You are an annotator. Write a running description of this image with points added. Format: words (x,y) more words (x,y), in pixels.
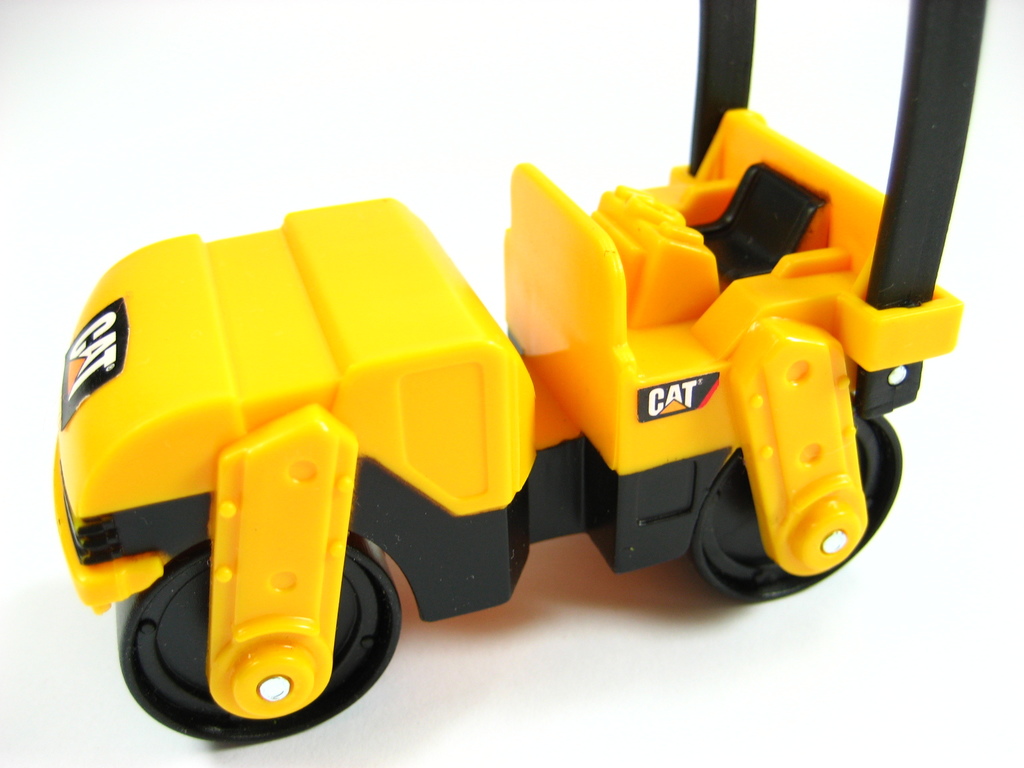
In this image we can see a toy car (529,320).
